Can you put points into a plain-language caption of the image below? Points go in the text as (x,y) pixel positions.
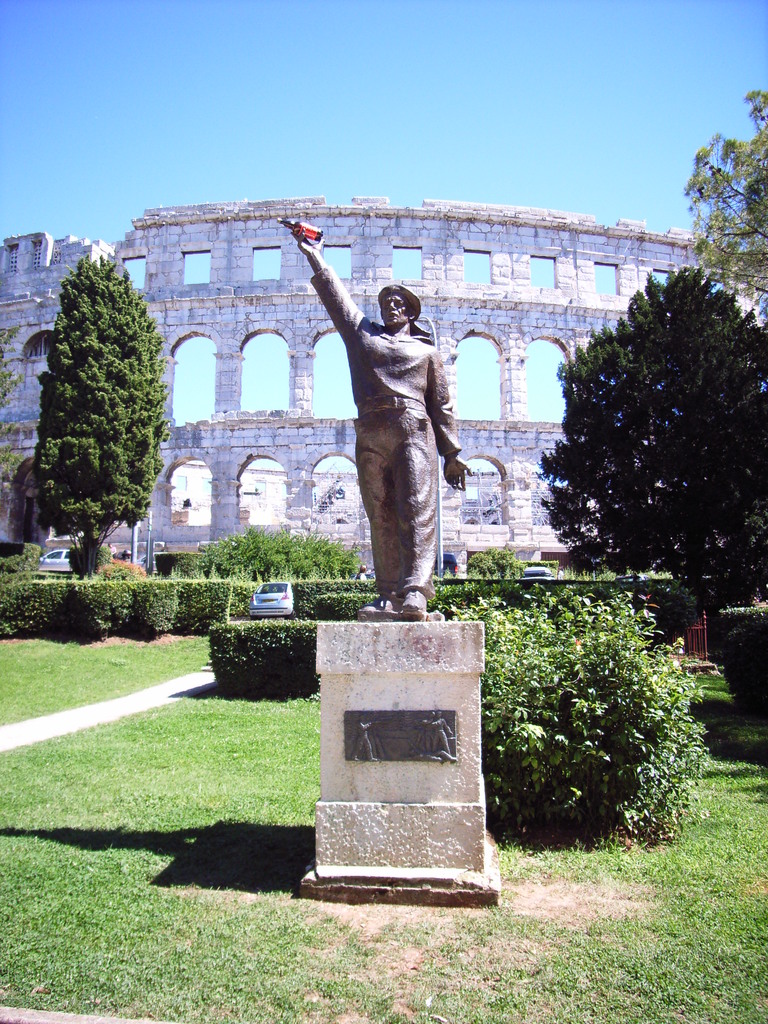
This image is taken outdoors. At the bottom of the image (280,869) there is a ground (162,714) with grass (180,754) on it. At the top of the image (397,113) there is the sky (457,139). In the background (161,322) there is an architecture (298,434) with walls (237,274), windows (554,286) and pillars (522,470). There are a few trees (106,400) and plants (222,558) on the ground (227,836). A few vehicles (58,552) are moving on the road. There are many plants (313,607) on the ground (721,693). In the middle of the image (366,479) there is a statue (381,494) of a man (360,389) holding a bottle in the hand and the statue (388,528) is placed on the cornerstone (357,745).
